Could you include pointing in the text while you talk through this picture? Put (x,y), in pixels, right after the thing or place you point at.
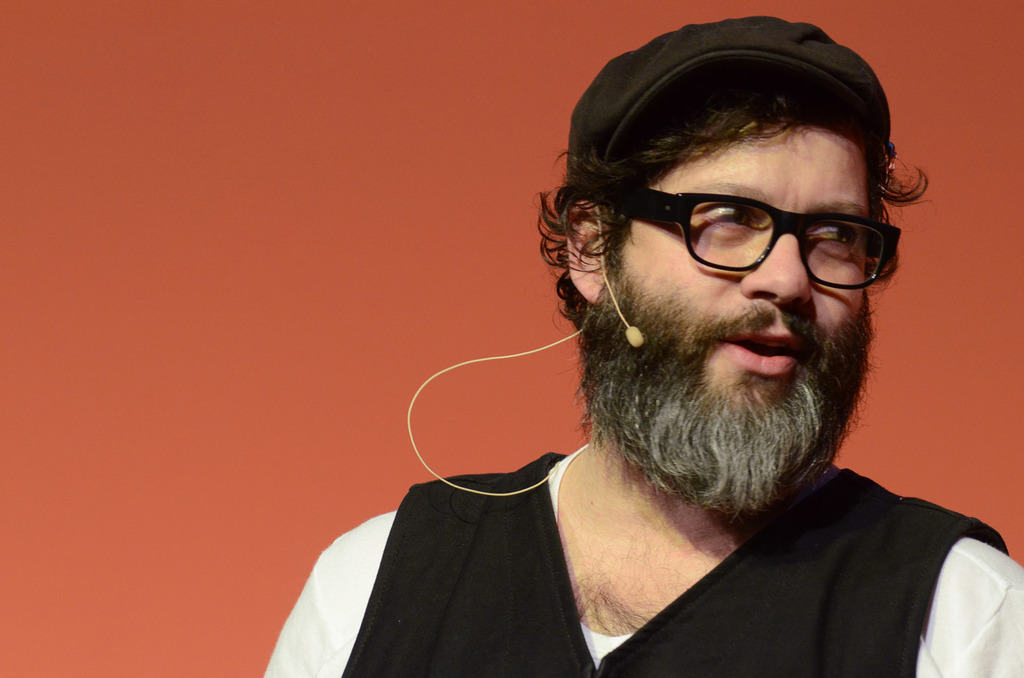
In this picture, there is a man (674,454) towards the right (837,606). He is wearing black jacket (840,598), white t shirt (323,589), spectacles (832,266) and a micro phone (605,275) and the background (174,204) is in orange.
